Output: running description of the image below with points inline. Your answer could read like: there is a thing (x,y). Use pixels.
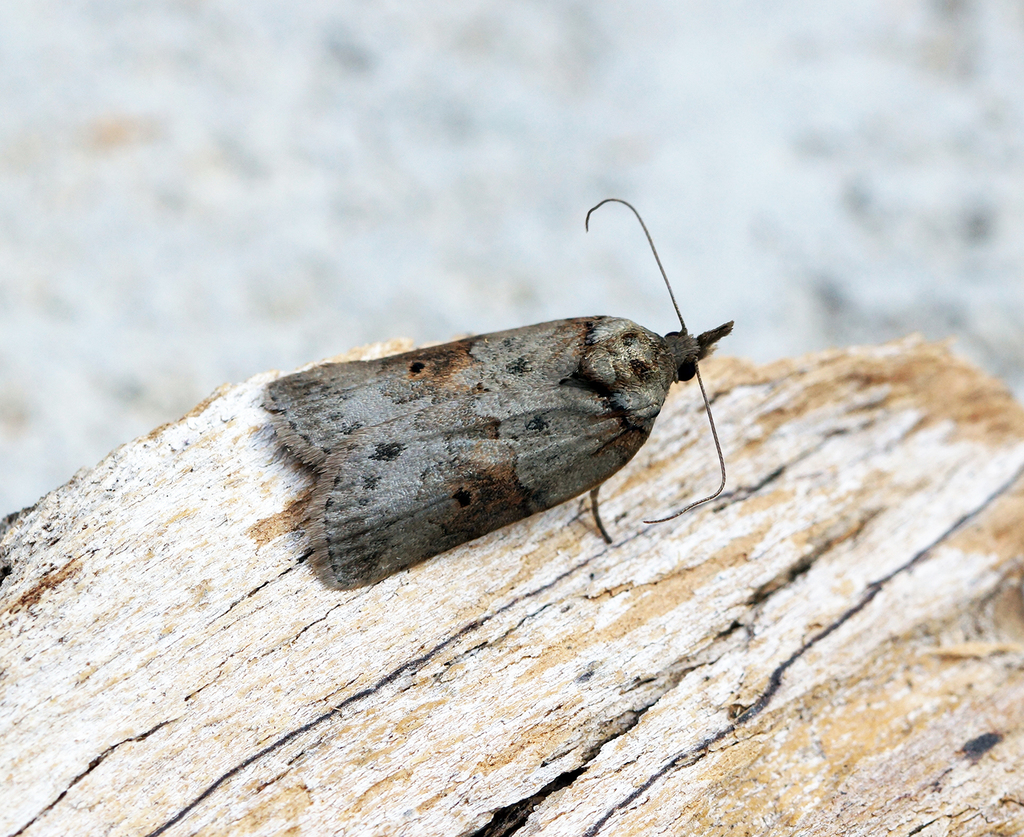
In this image there is one insect (517,412) is on a wooden object (452,601) as we can see in bottom of this image (352,616).
